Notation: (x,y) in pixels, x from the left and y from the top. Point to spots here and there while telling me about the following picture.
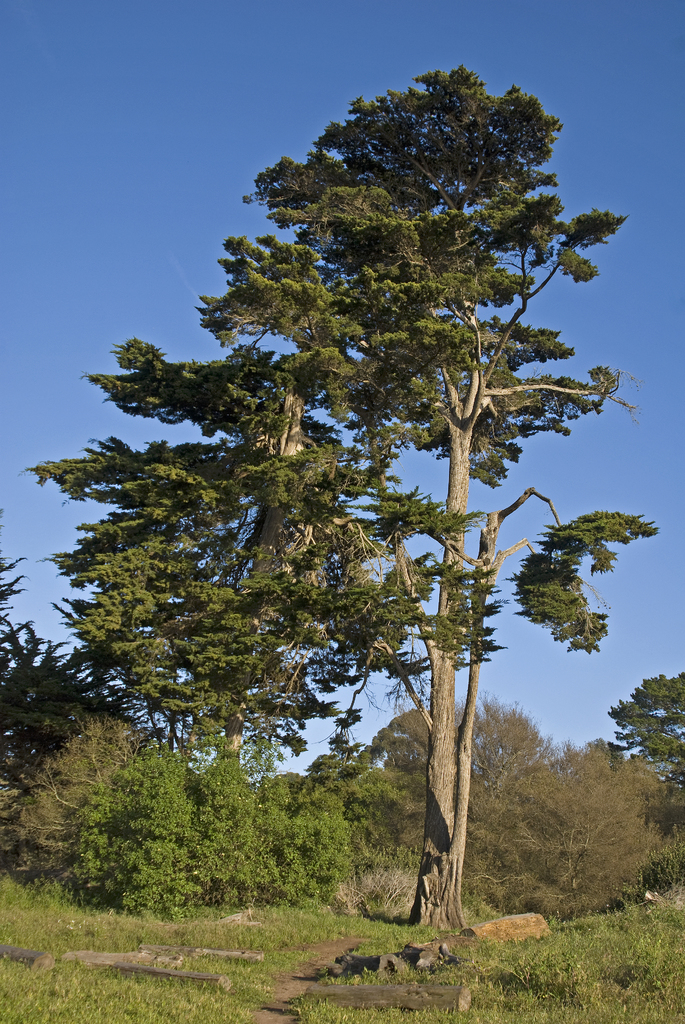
In this image, we can see the ground (301,959). We can see some grass (644,923), trees (649,685). We can also see the sky (618,597).
